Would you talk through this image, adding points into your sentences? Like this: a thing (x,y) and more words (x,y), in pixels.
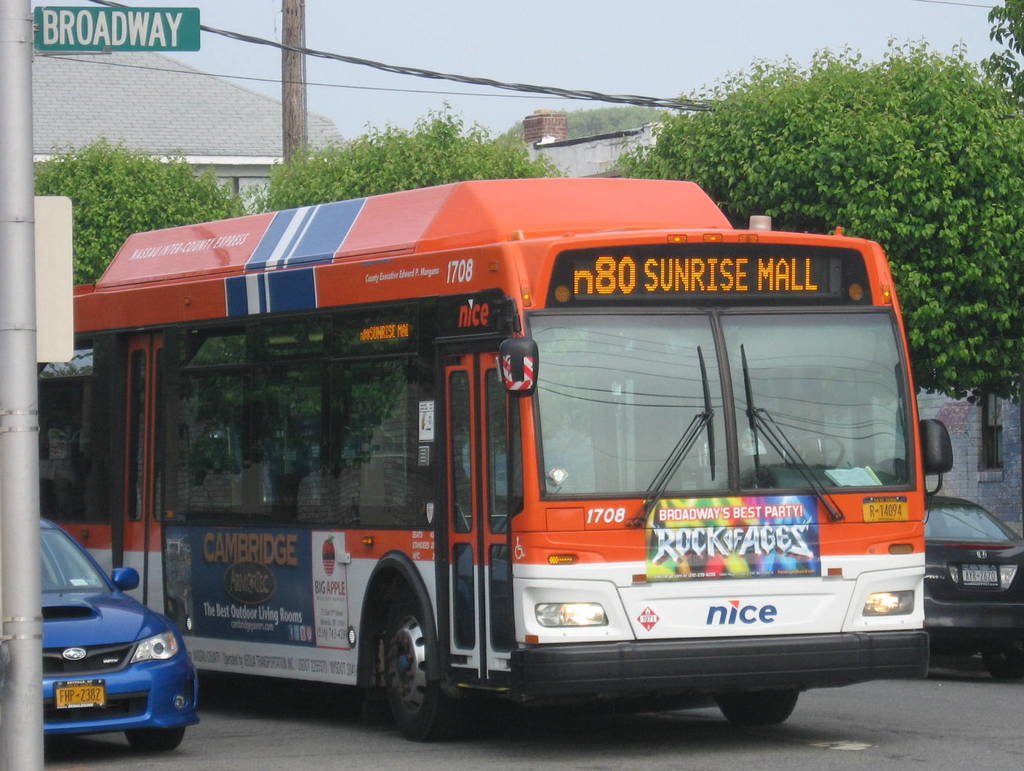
In this image we can see vehicles (476,522), trees (699,138), board (153,25), pole (7,687) and in the background (558,42) we can see the sky (508,92).
